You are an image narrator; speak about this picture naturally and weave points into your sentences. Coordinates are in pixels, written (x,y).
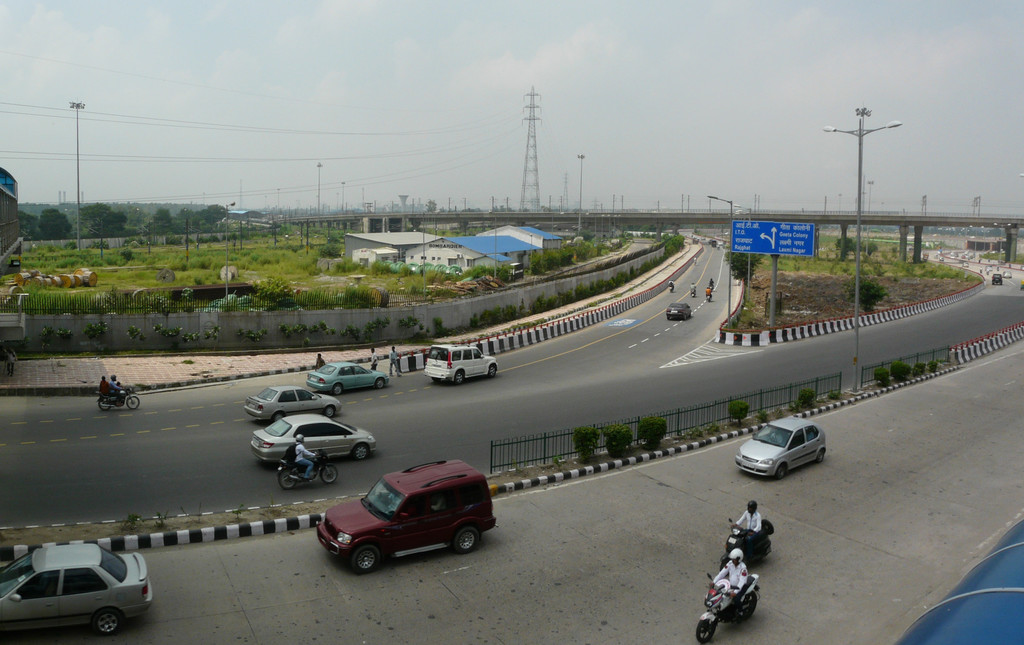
In this image we can see there are people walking on the road (348,460) and there are vehicles (798,455) moving on the road (725,312). On the side there are buildings (506,244), trees (21,218), grass (229,245), fence (819,383), wooden sticks (88,281), street lights (866,114), bridge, poles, sign board (776,251), the tower (533,115) and the sky (468,108).
